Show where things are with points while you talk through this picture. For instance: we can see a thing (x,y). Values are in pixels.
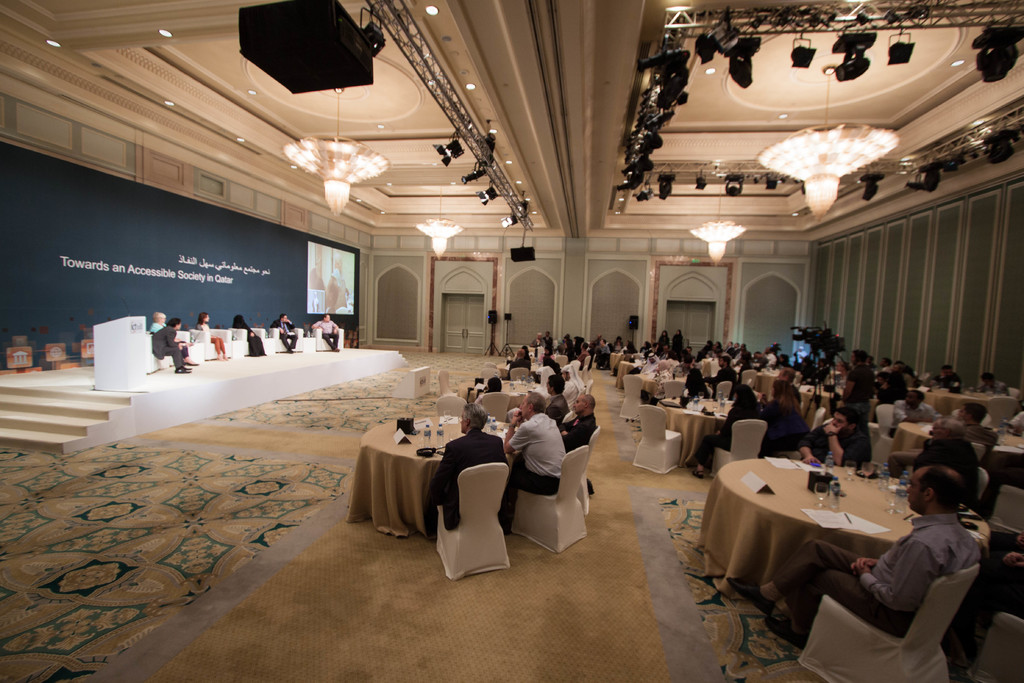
In this image, there are a few people (551,442). We can see some chairs (565,494) and tables (407,481) covered with a cloth (413,462) and some objects (424,447) are placed. We can see the ground (403,571). We can see the stage (182,423). We can see the podium (141,353). We can see some stairs (51,437). We can see some lights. We can see the stand (842,7) with some black colored objects (734,45) on the roof (679,227). We can see some camera stands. We can see some doors (670,315). We can see the wall (867,264). We can see a poster (127,247) with some text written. We can see a projector screen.
